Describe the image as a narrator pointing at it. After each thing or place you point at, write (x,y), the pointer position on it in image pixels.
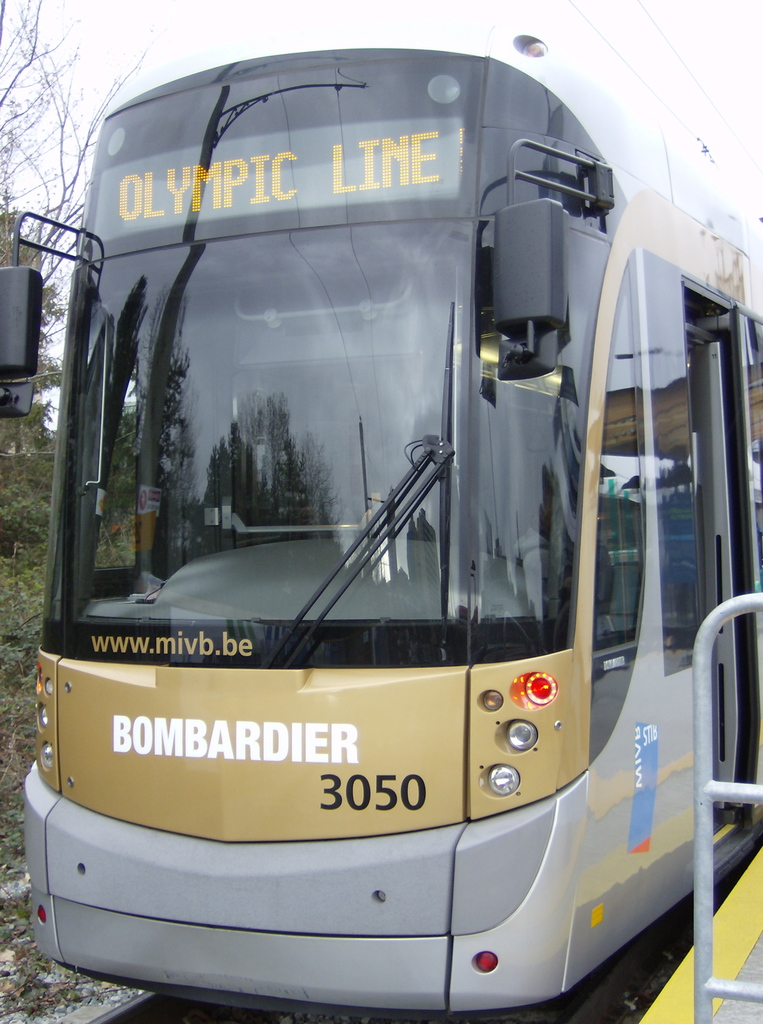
In the image there is a tram (468,709) and beside the tram (149,438) there is a platform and on the left side (9,553) there are some trees (17,531).
